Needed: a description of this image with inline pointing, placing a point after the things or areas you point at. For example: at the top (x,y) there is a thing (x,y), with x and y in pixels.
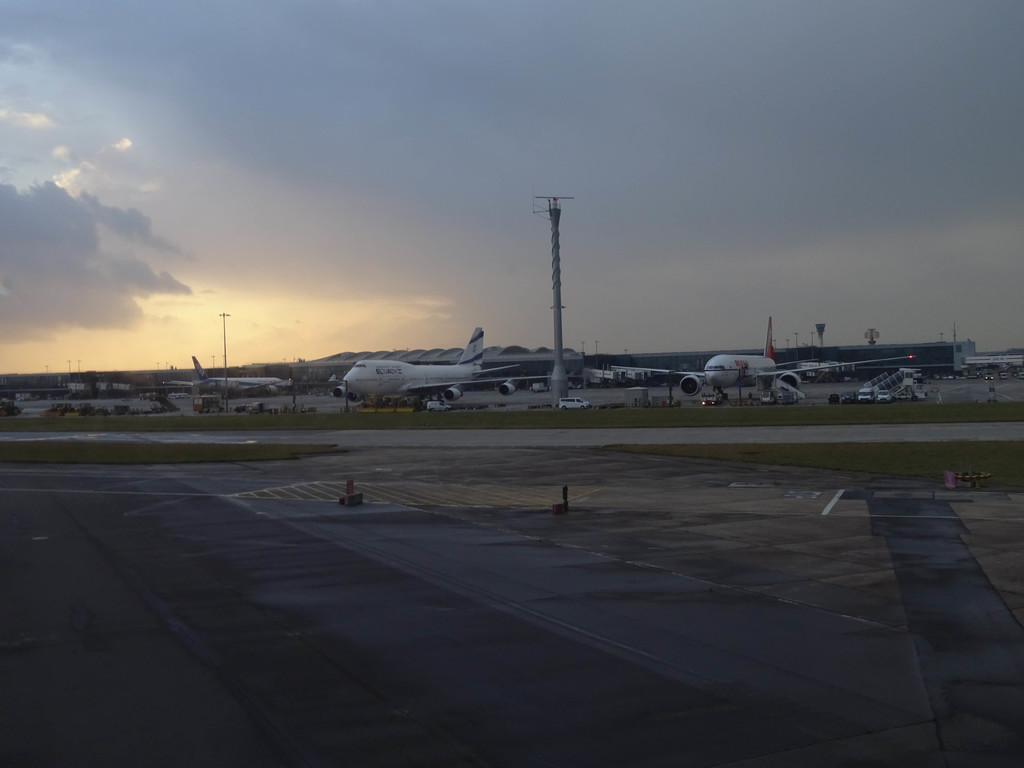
In this image we can see some flights (475,381). In the background (350,248) there is a sky (437,233).
